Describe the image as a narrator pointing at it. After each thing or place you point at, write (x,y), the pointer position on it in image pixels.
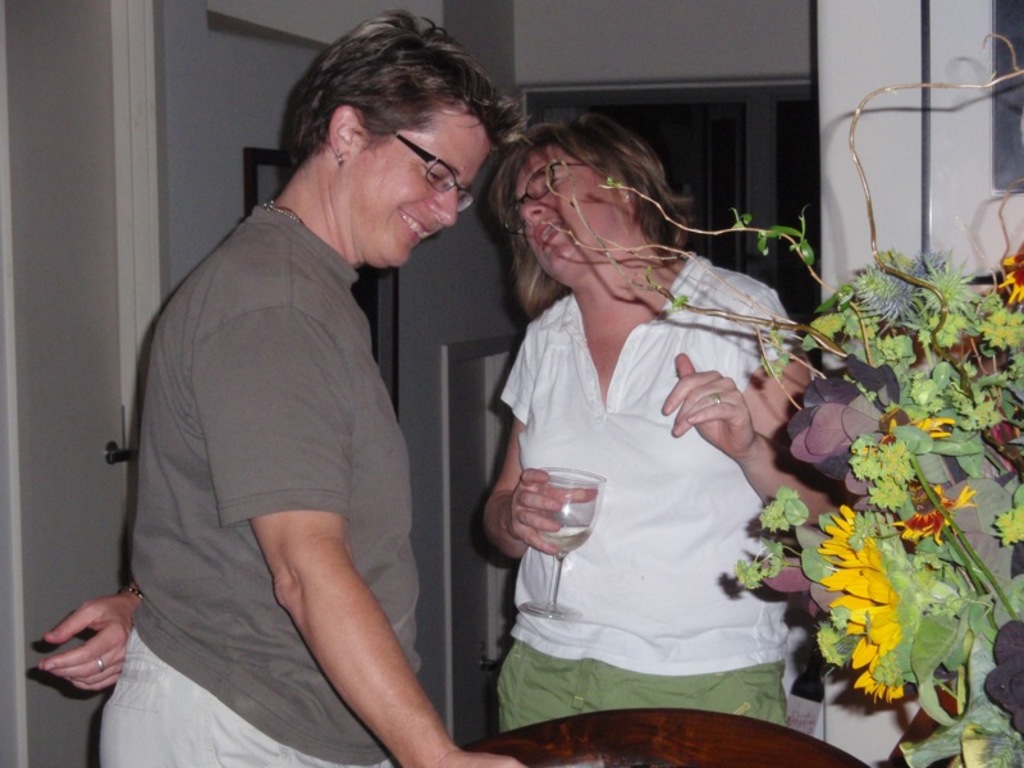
In this picture we can see two persons (795,377). She is holding a glass (600,500) with her hand (540,518). This is plant (1012,755) and there is a flower (860,591). On the background (180,214) there is a wall (305,5).
